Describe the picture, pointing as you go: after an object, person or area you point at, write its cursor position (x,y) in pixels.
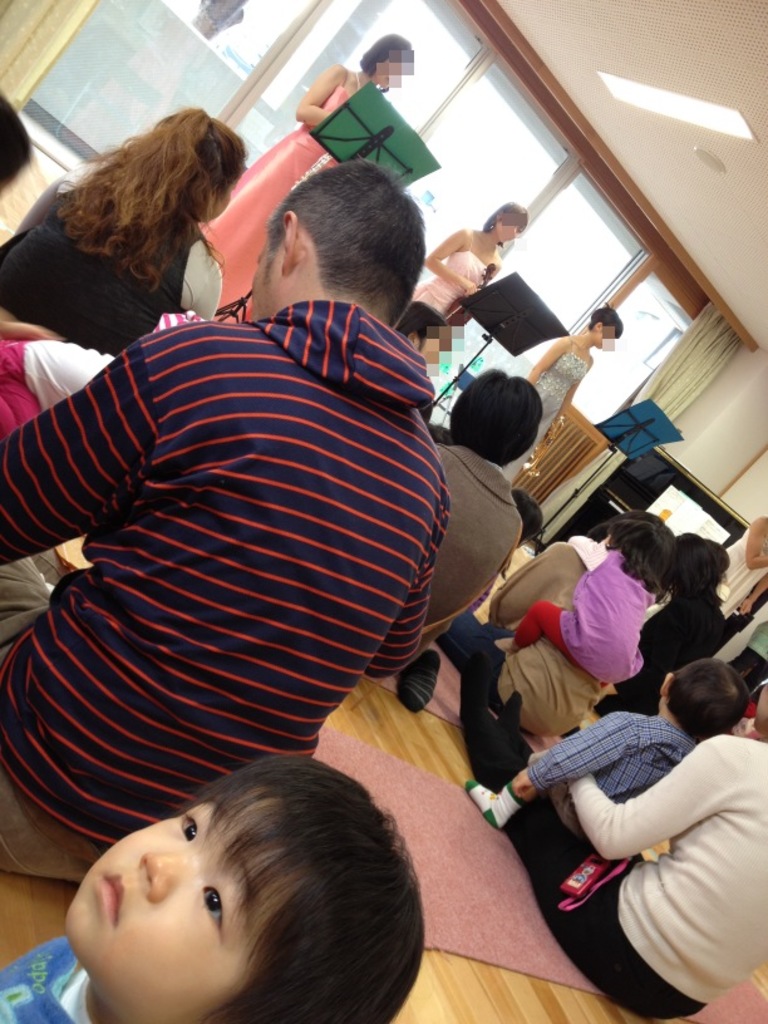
In the picture we can see some people (564,556) are sitting on the wooden floor (447,1004) with their children (317,808) and in front of them, we can see three women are standing and playing music holding instruments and behind them, we can see a glass wall (487,166) with curtains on the either sides and to the ceiling (624,25) we can see the light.
